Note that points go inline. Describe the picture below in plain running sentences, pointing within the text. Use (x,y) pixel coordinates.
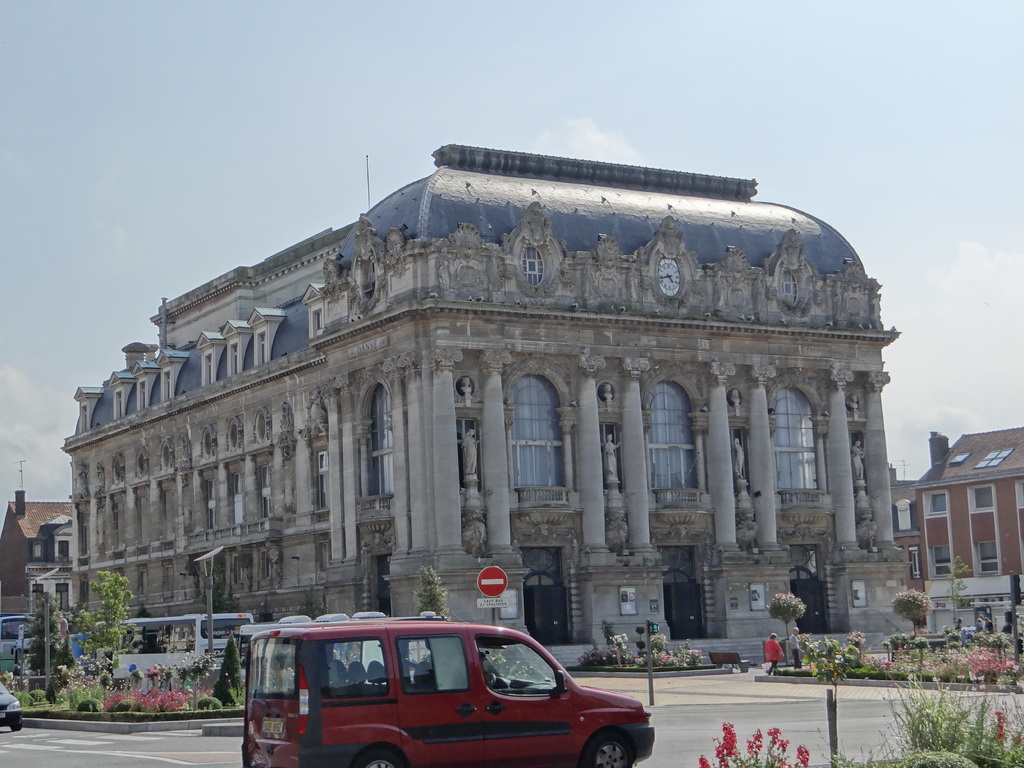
This picture might be taken from outside of the building (879,515). In this image, in the middle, we can see a vehicle (546,720) which is moving on the road (670,753). On the right side (950,767), we can see some plants (991,752) with flowers (1009,668), group of people (988,619), trees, buildings (973,603). On the left side (140,637), we can see some vehicles (196,621) which are moving on the road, trees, plants (136,706) with flowers (154,704), pole (46,679), buildings (311,519). In the background (548,586), we can see hoardings (487,570), building (594,582), plant (692,652), flowers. At the top (322,94), we can see a sky (407,76), at the bottom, we can see a road (882,757).
